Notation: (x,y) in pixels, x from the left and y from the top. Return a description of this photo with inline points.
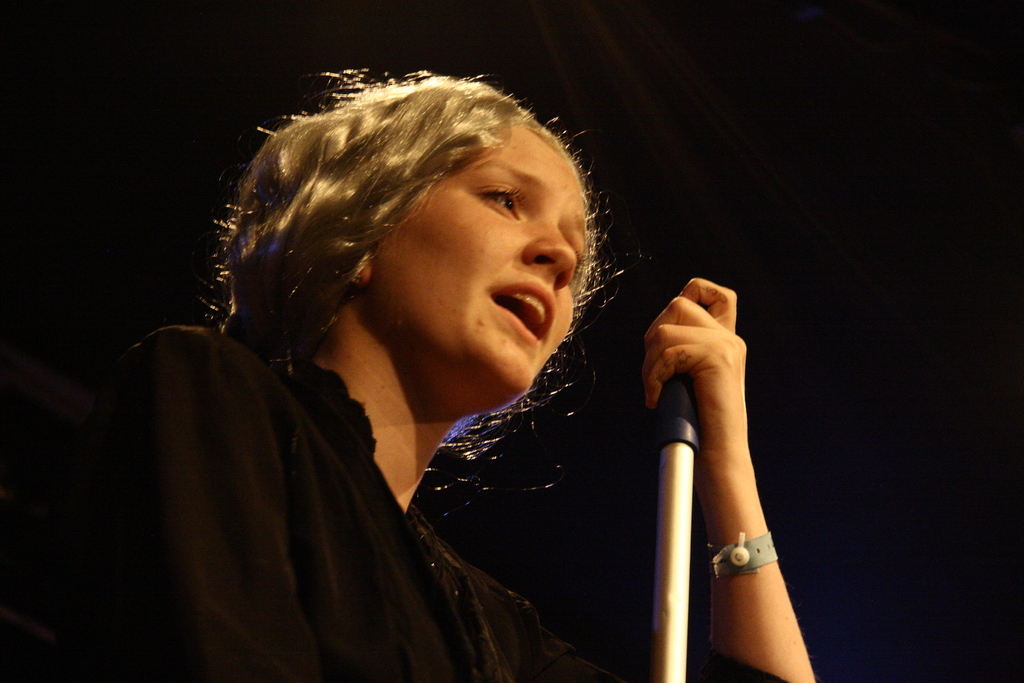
In this picture I can observe a woman (212,414) wearing black color dress (260,524). In front of her there is a stand (680,406). The background (40,194) is completely dark.
